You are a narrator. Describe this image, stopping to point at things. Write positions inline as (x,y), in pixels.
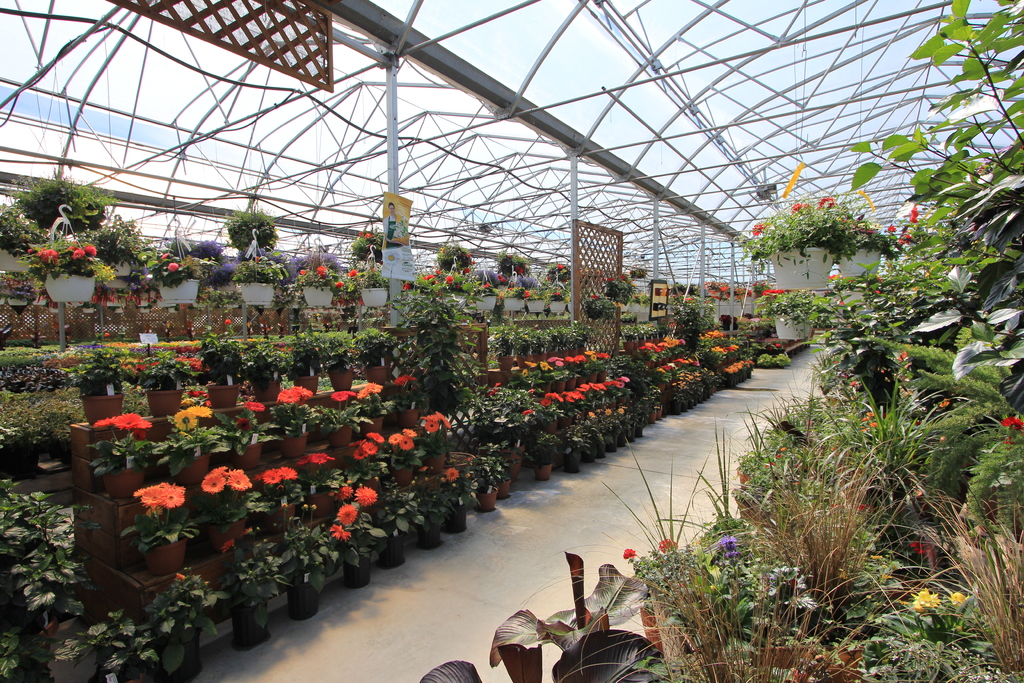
In this image there are flower pot plants (576,376), mesh (111,328), rods (369,16), posters (392,203) and objects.
